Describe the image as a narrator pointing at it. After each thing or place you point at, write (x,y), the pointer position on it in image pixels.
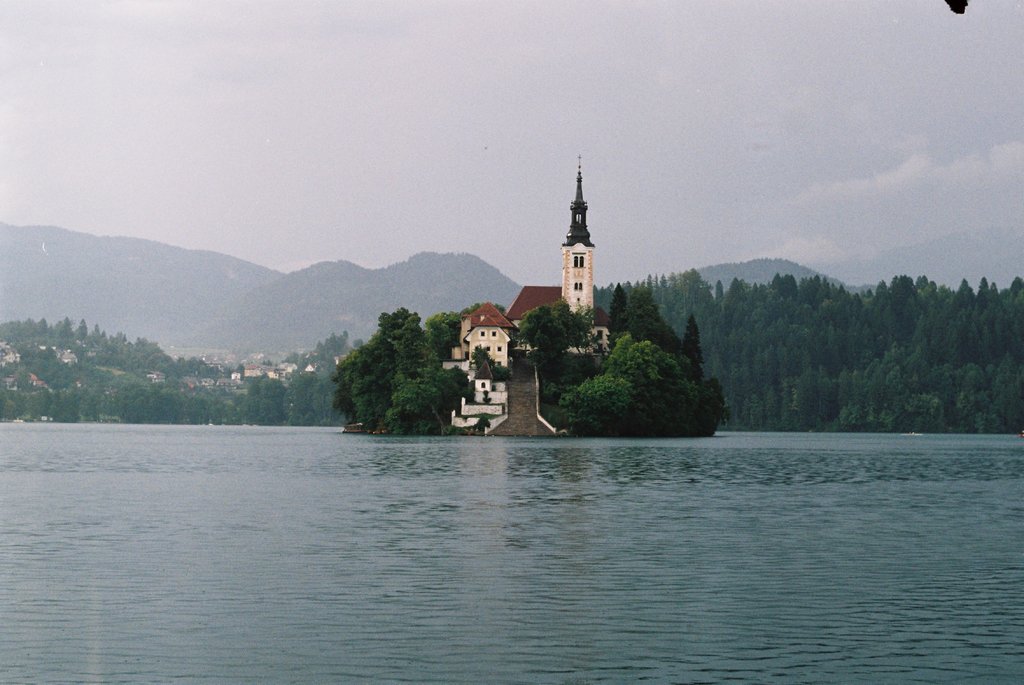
In this picture I can see the church (580,297) and buildings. At the bottom (329,556) I can see the water flow (512,585). In the background (14,248) I can see mountains (31,298) and trees (736,351). At the top (748,90) I can see the sky (682,78) and clouds (748,98).
